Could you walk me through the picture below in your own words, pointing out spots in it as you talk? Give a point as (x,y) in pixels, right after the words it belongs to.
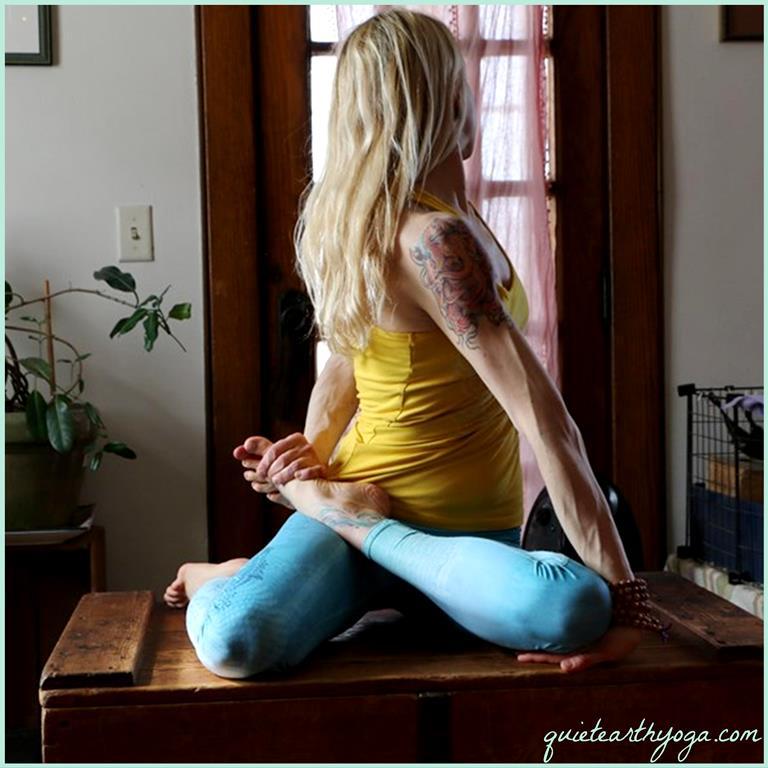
In this picture there is a woman (384,537) sitting on a wooden table (417,681). To the left (57,495), there is a flower pot (39,459) and a plant (55,412) on the table (50,533). A frame (50,46) on the wall (52,76) is visible. To the right (741,495), there is a basket (731,502) and few objects (726,474) in it. There is a pink curtain (510,161) in the background (504,166).
